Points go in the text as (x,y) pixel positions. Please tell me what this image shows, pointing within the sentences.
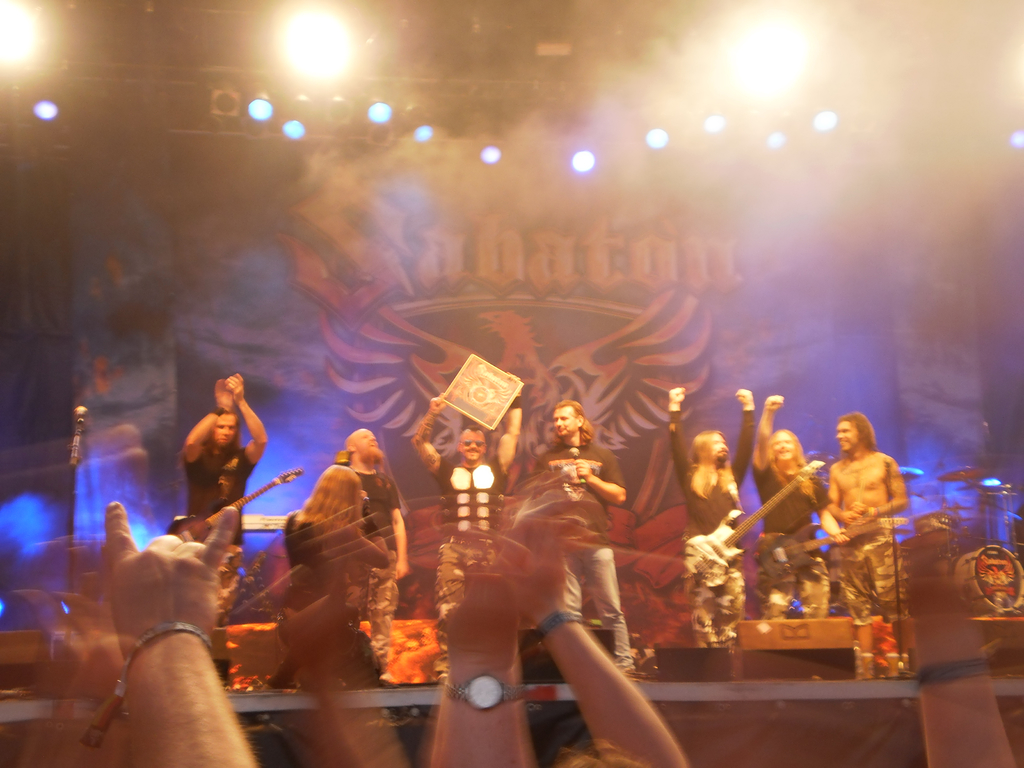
In this picture there is a music band (603,505) on the stage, holding a musical instruments (757,514) in their hands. There are some people hands (606,690) from the down. In the background (357,280) there is a poster (449,271) and some lights (312,76) here.
